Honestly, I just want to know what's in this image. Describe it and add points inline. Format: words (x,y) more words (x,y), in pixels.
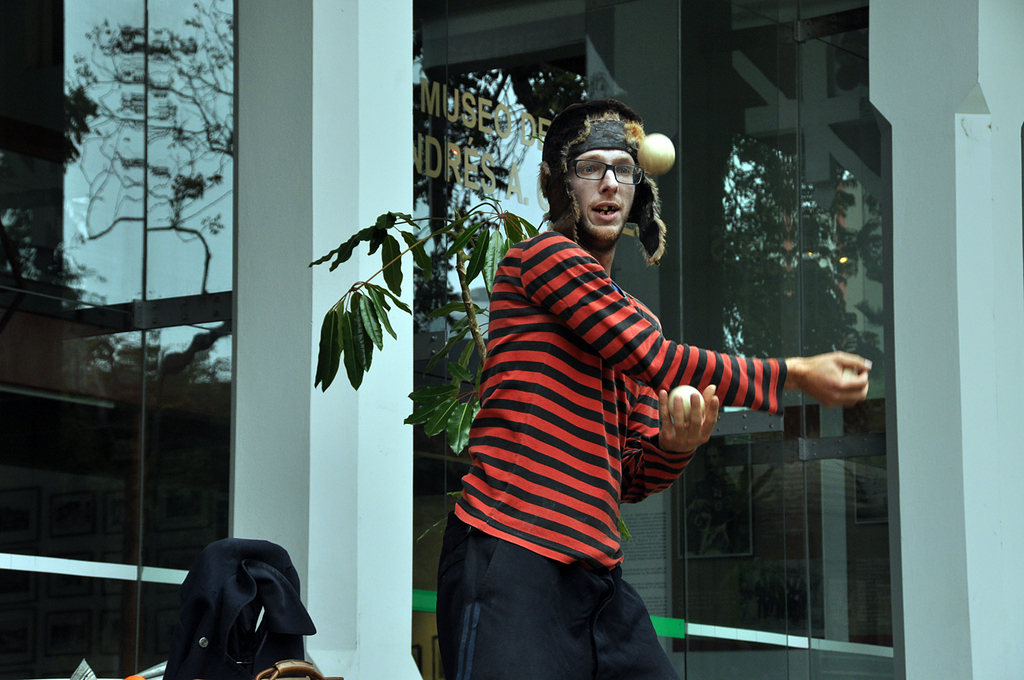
In this picture I can see a man (581,202) standing and doing juggling with the balls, there are some objects (216,669), and in the background (142,146) there is a reflection (136,167) of trees (852,243) and the sky (91,92) on the transparent glass (75,63).
